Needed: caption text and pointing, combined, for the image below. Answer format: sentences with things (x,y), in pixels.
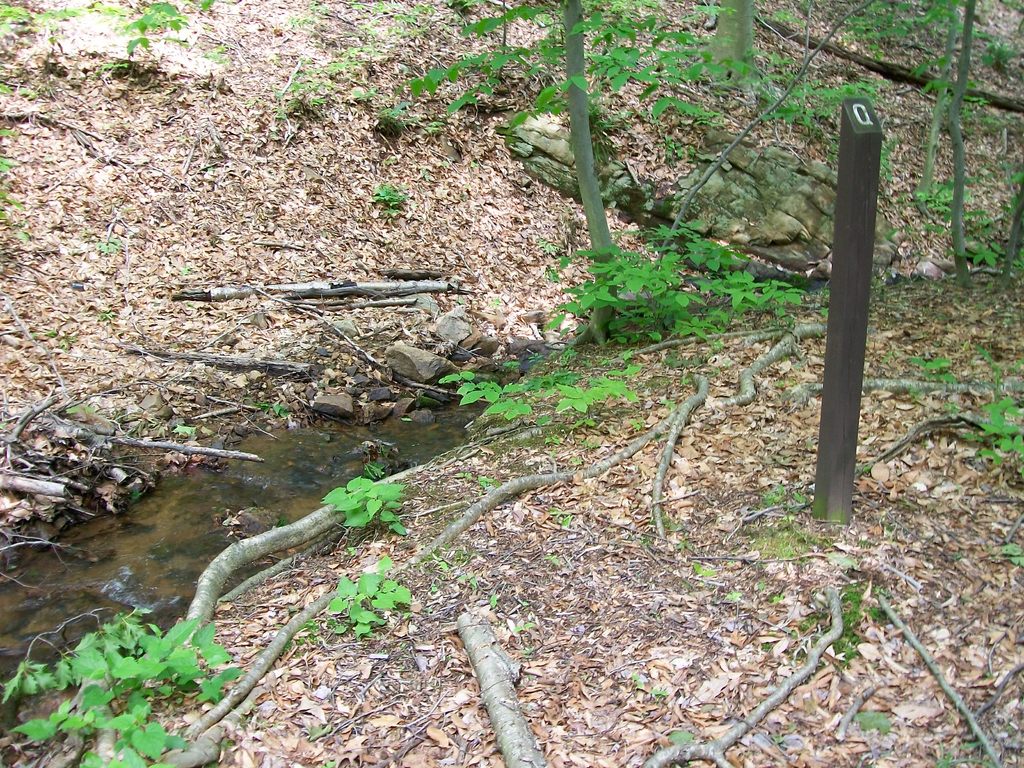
Here we can see plants (744,313), wooden sticks (219,578), and water (114,568). There are dried leaves (669,588).
